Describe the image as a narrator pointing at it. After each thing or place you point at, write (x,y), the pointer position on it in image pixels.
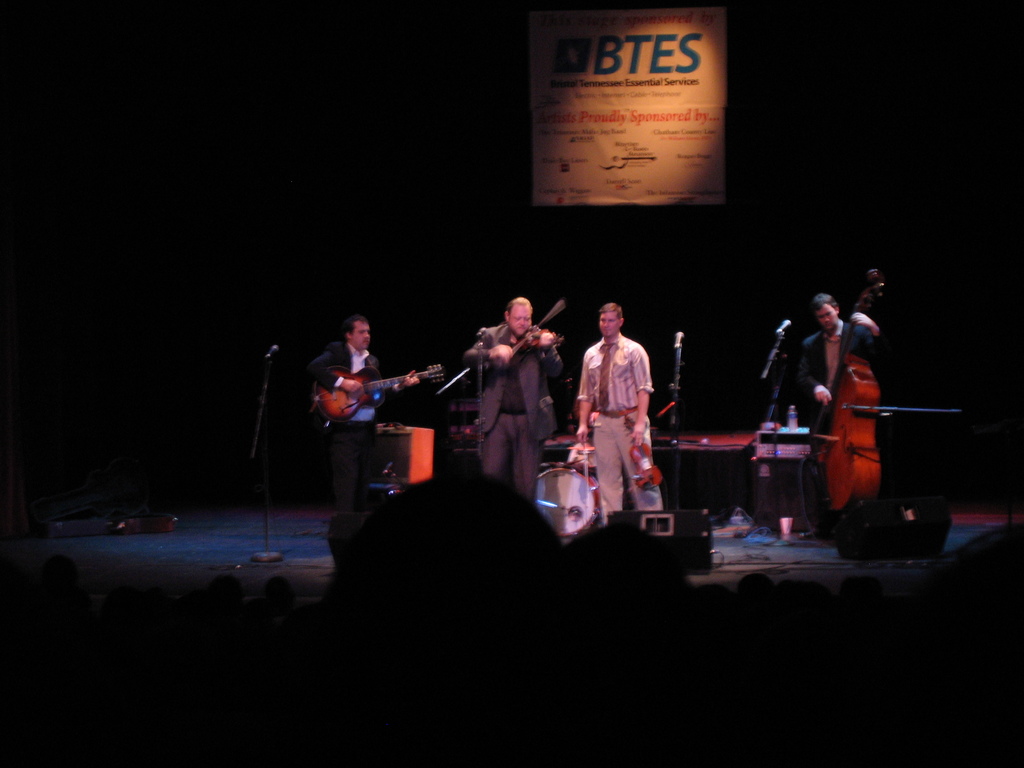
In the middle (375,430) I can see four persons (610,443) are playing musical instruments (841,445) on the stage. In the background (194,95) I can see a curtain (408,421) and a poster (602,40). At the bottom (246,634) I can see a crowd (488,648). This image is taken during night on the stage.
